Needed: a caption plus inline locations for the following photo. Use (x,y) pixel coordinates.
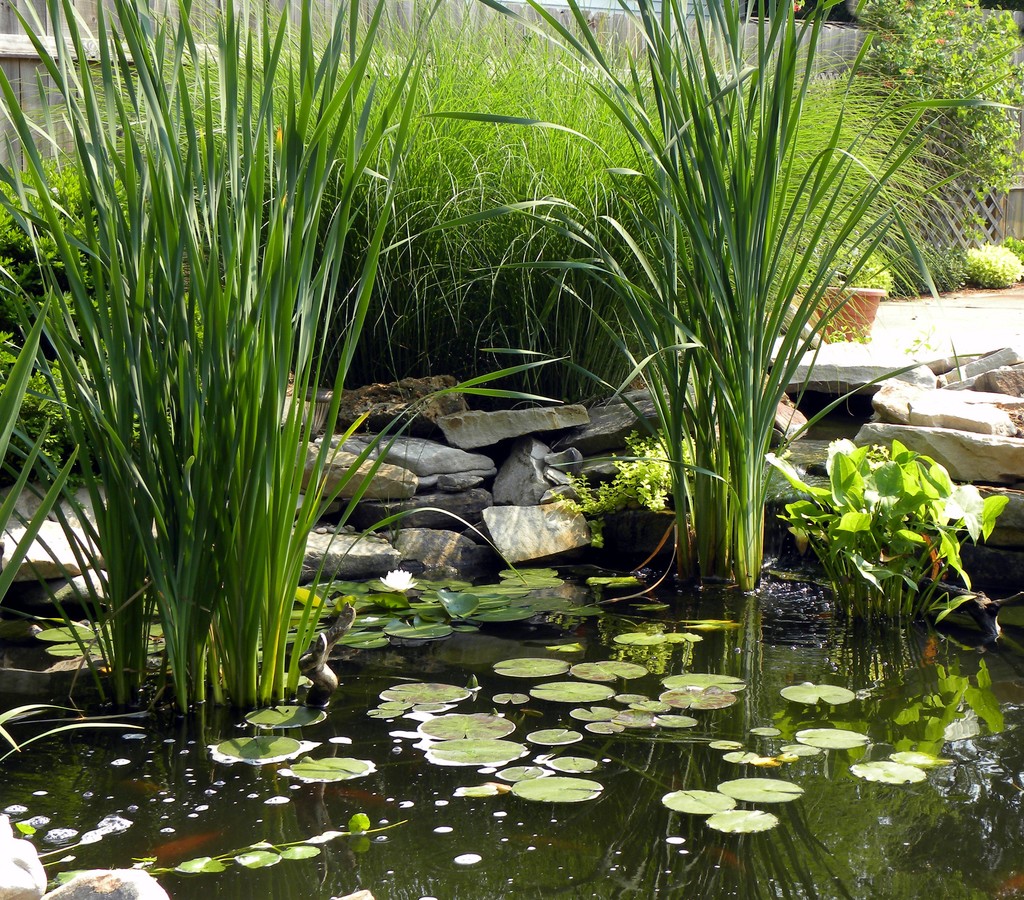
In this image in the center (412,311) there are some plants (650,122), at the bottom (275,700) there is a pond (557,805) and some rocks (539,418). In the background (250,22) there is a wall (822,40).
